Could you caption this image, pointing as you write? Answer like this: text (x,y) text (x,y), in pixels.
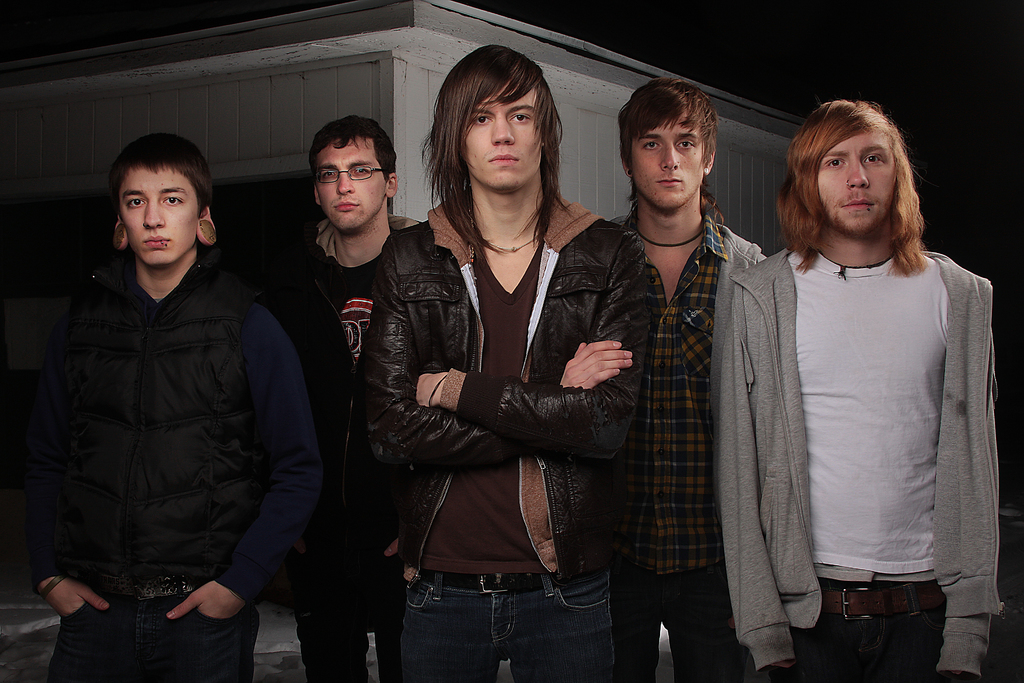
In the front of the image (485,492) I can see a group of people (698,533) are standing. In the background of the image (264,56) there is a shed (574,76).
